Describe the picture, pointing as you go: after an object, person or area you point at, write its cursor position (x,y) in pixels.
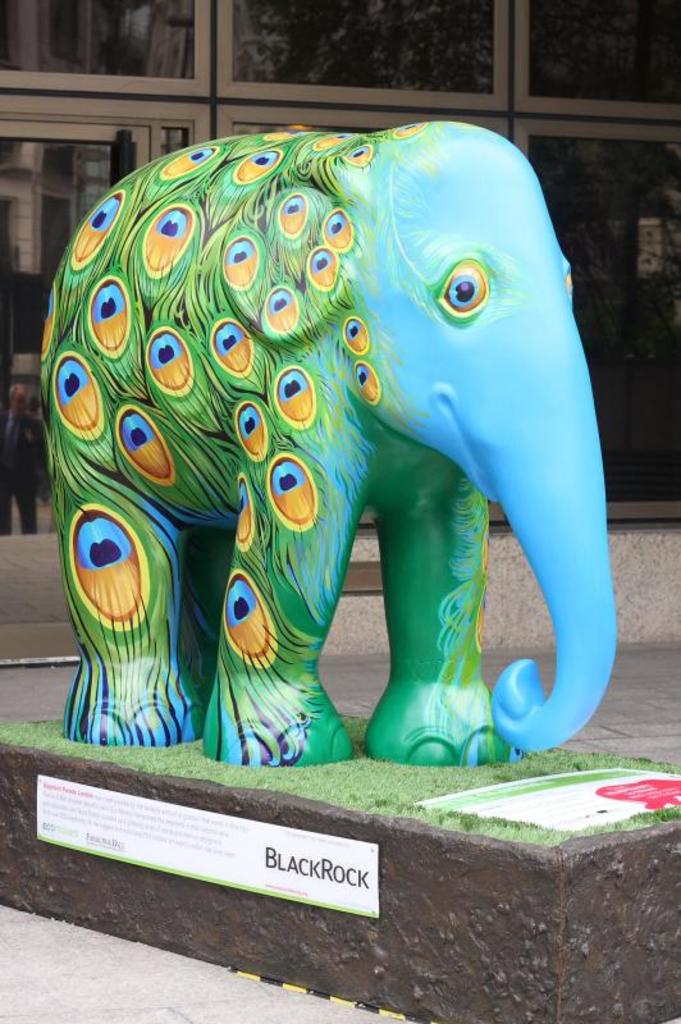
In the foreground of this image (526,240), there is a sculpture (427,240) of an elephant (395,240). On the bottom (294,838), there is a board (123,843). In the background (453,82), there is a glass wall (151,114).
